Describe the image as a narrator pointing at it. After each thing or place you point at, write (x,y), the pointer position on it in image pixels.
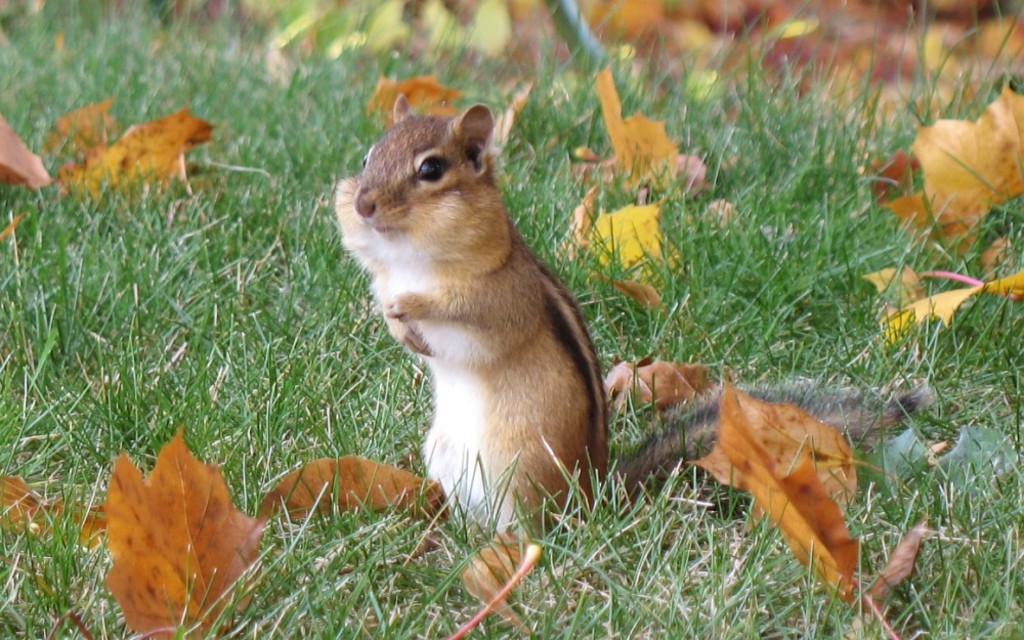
In this image we can see a squirrel (434,251). In the background (371,393) we can see the grass (371,393) and also the dried leaves (898,174).
